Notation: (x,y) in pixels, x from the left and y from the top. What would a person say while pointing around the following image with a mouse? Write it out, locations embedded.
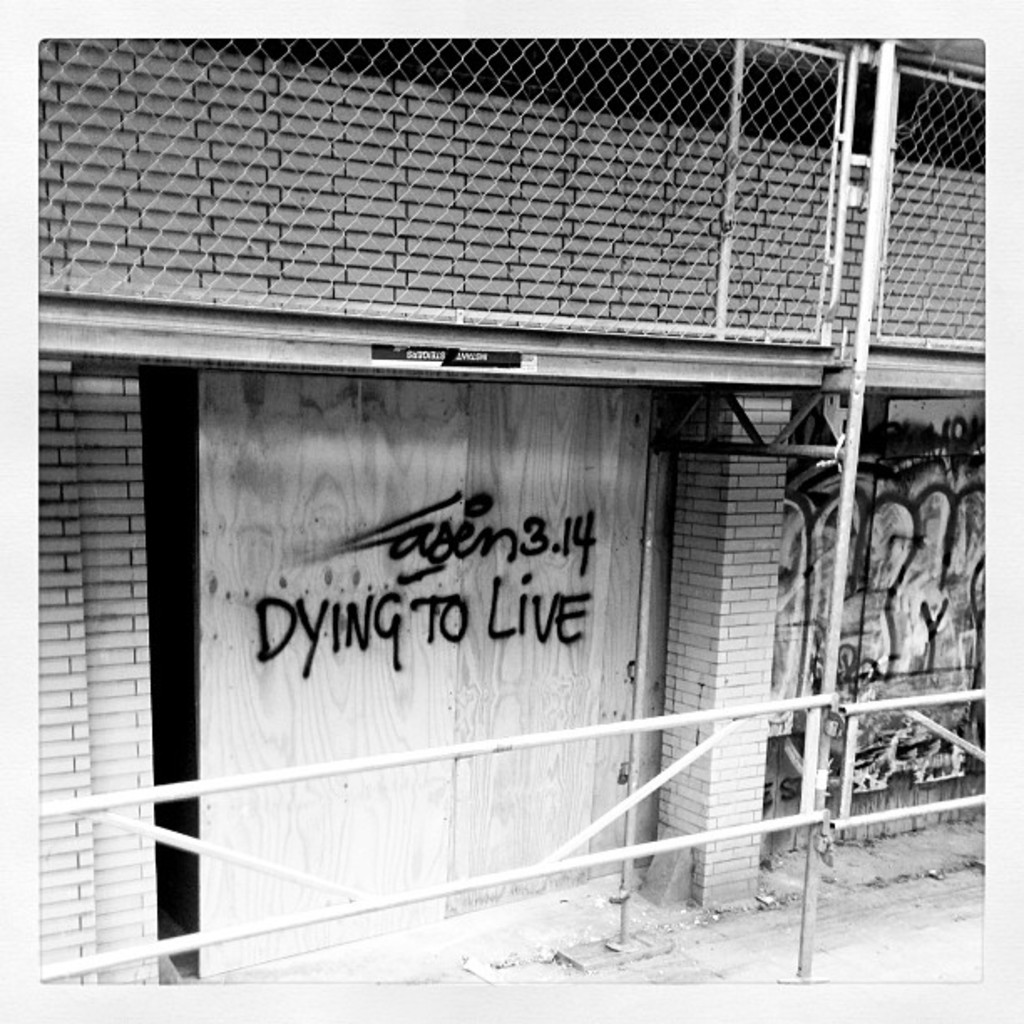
This is a black and white picture. Here we can see a pillar (711,461), walls (967,577), mesh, poles (807,861), and rods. Here we can see something is written on the wall (502,603).
